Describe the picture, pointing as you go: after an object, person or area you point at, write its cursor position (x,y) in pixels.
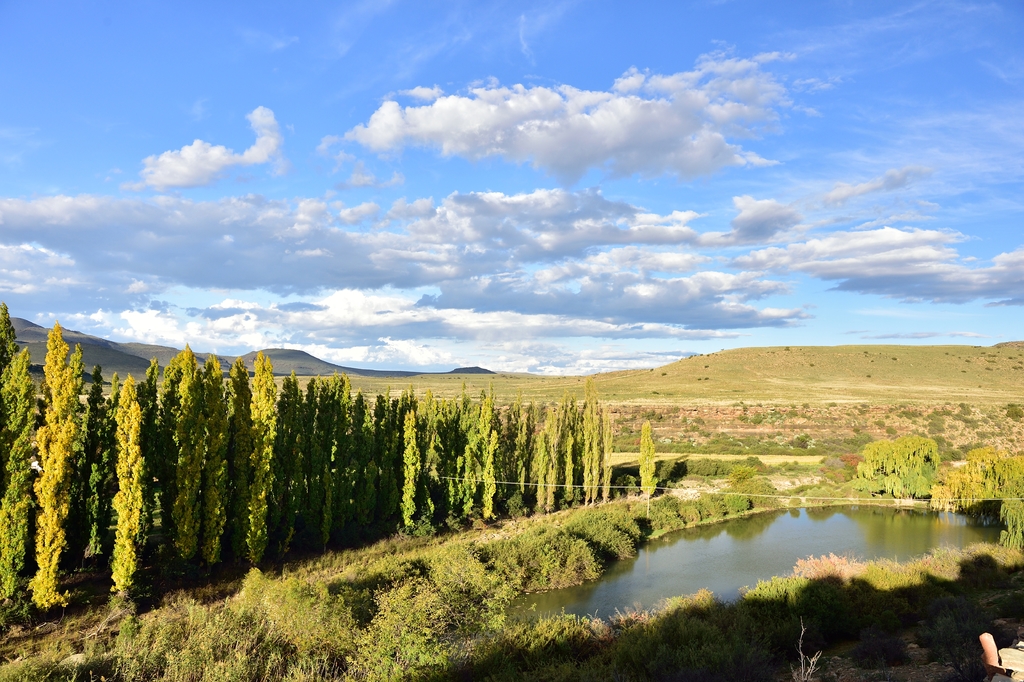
As we can see in the image there are trees (425,493), grass (803,398), water (783,519), sky (146,94) and clouds (441,208).
